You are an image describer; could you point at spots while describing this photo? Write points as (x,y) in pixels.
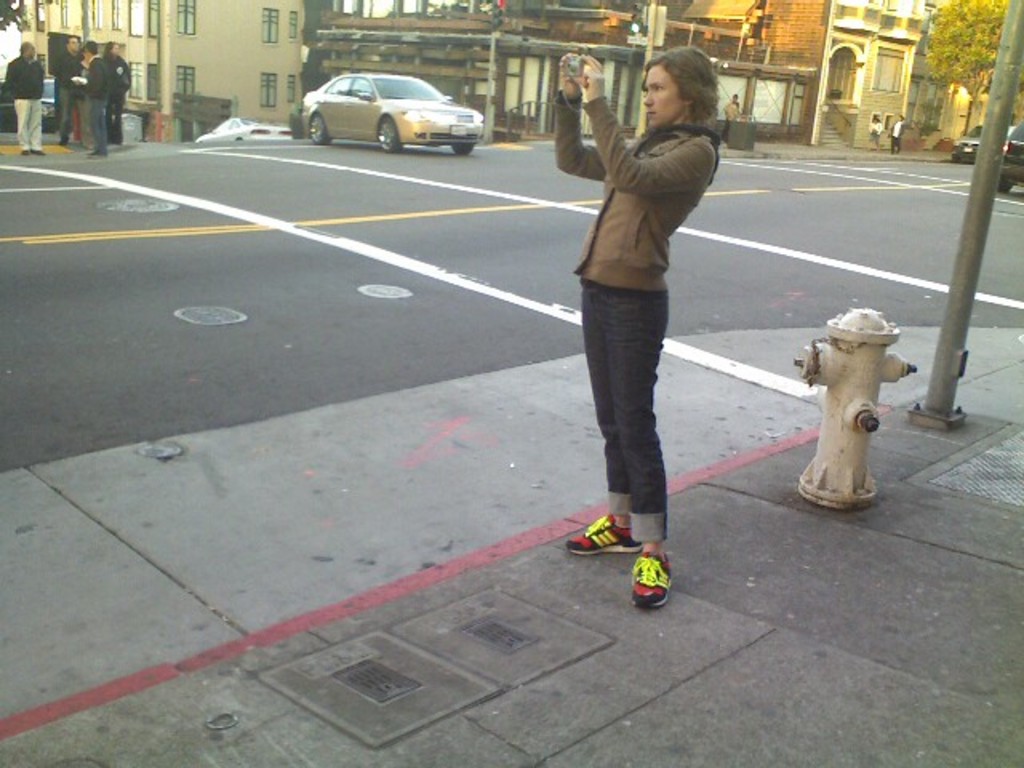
In this picture I can see few people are on the road (463,361) and some vehicles (471,111), around I can see some buildings (937,126), trees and fire hydrant (832,427).
